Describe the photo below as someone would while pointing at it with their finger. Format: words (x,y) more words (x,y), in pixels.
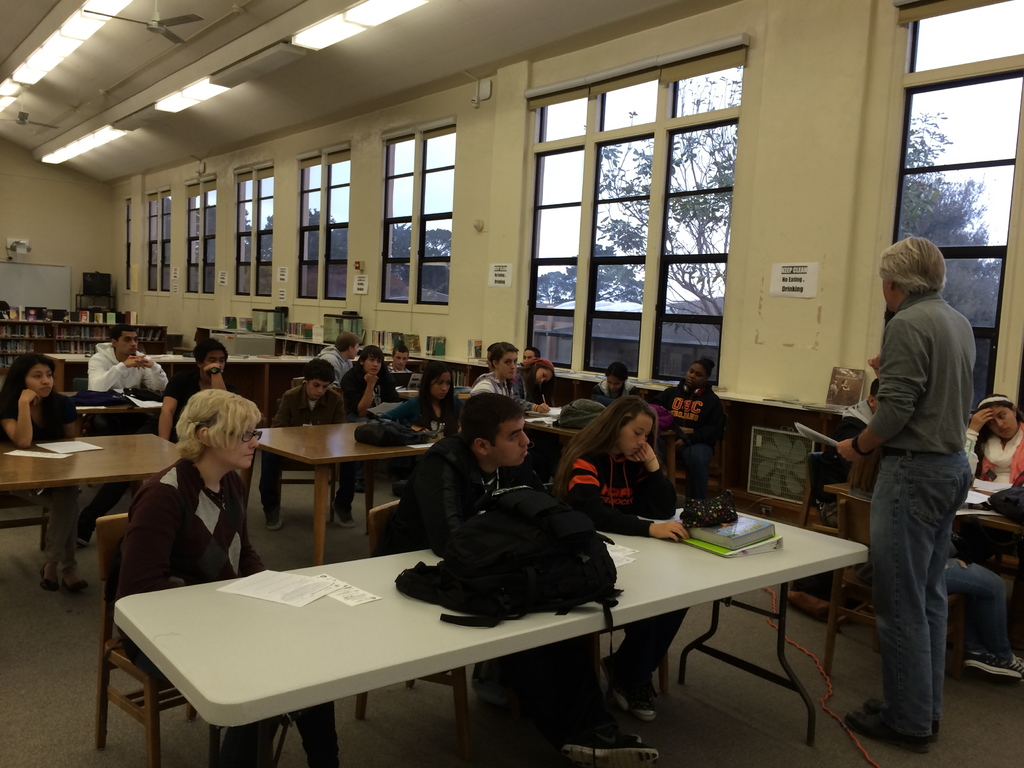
The picture is clicked inside a classroom (97,321) where many people (136,362) are sitting on the tables (354,584) with notebooks (723,547) on top of it and a guy (919,337) standing in the right side of the image (899,515) who is explaining them. There are even glass windows (447,276) in the background (982,232).
